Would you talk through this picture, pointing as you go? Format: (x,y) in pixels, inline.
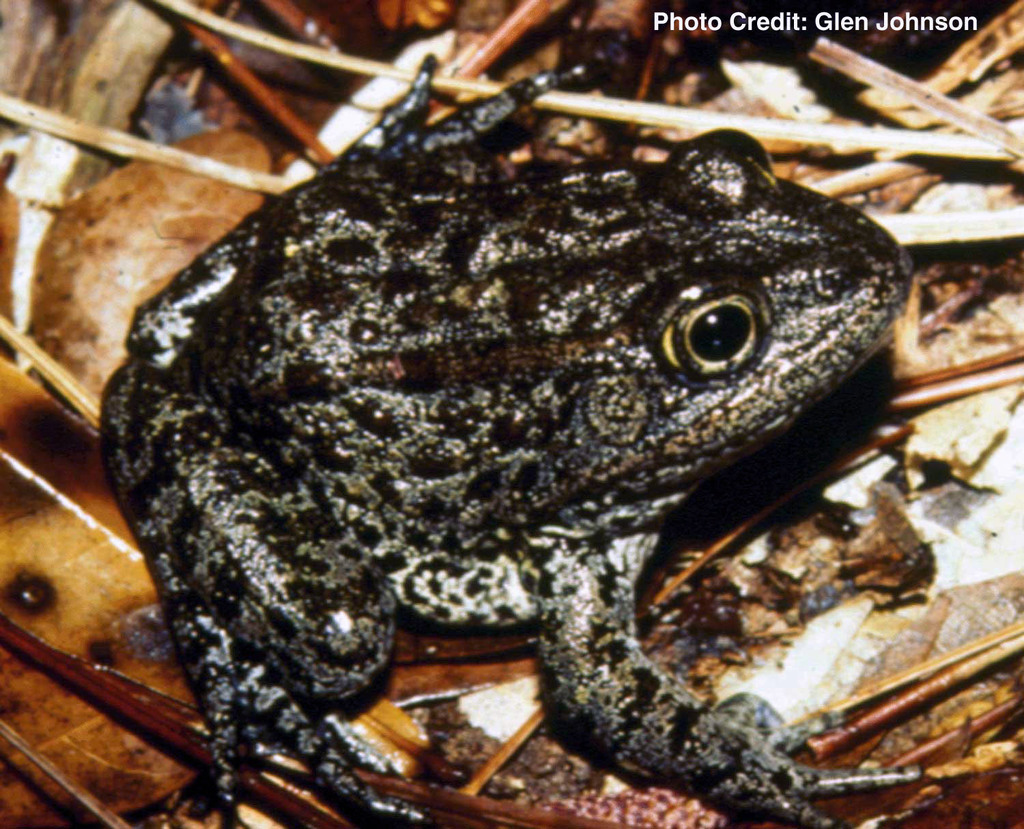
In this picture I can see there is a frog (770,382) here on the floor (793,436) and there are some twigs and leaves (129,257) on the floor (569,748).
